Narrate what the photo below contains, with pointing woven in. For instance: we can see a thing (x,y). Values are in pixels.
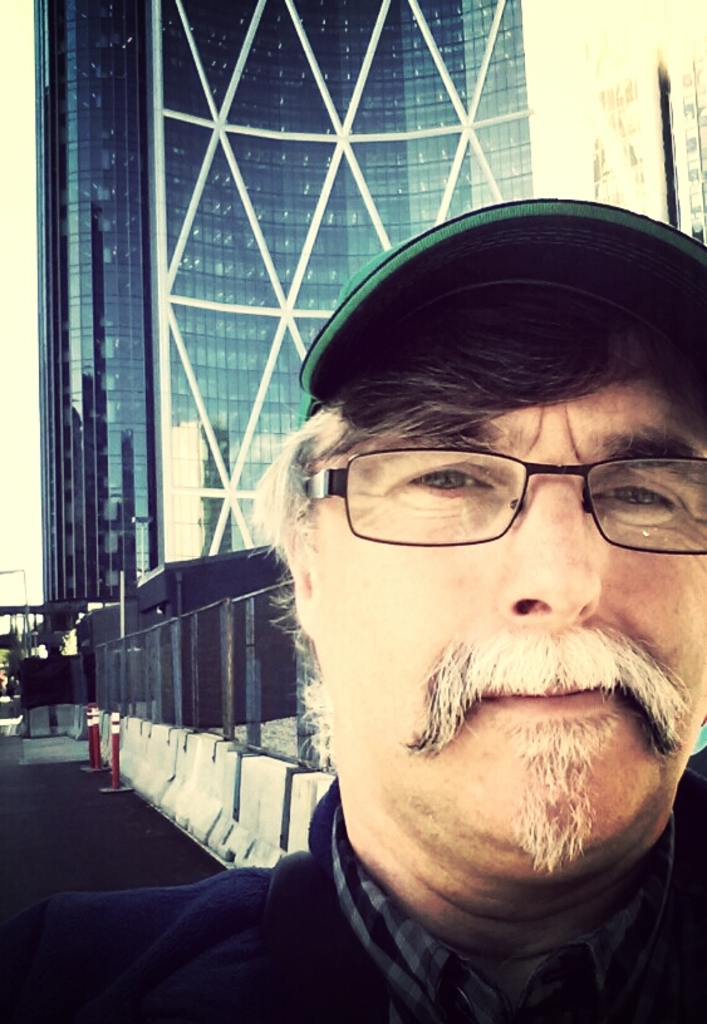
This is a zoomed in picture. On the right (479,518) there is a man (515,787) wearing cap (424,280) and spectacles (469,511). In the background (179,695) we can see a skyscraper (144,507), metal fence (181,653) and some other objects (188,608).
